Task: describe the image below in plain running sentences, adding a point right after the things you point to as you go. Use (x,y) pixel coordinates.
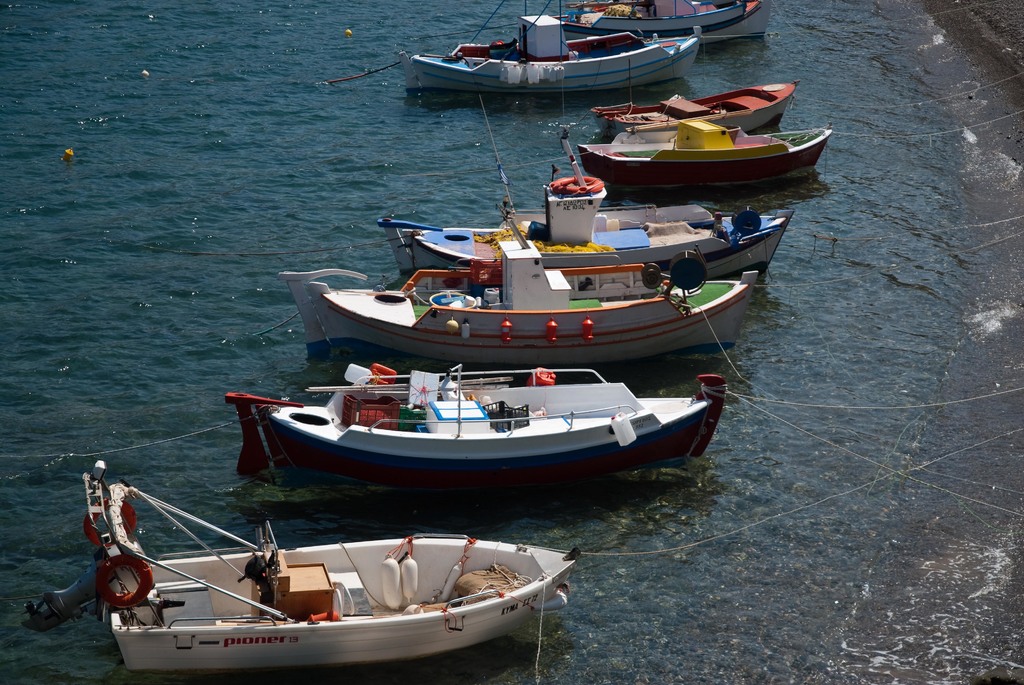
In this image I can see few boats (395,539) which are white, red, green and blue in color on the surface of the water (395,366) which are tied to the shore (1021,356) with the ropes (713,539).
